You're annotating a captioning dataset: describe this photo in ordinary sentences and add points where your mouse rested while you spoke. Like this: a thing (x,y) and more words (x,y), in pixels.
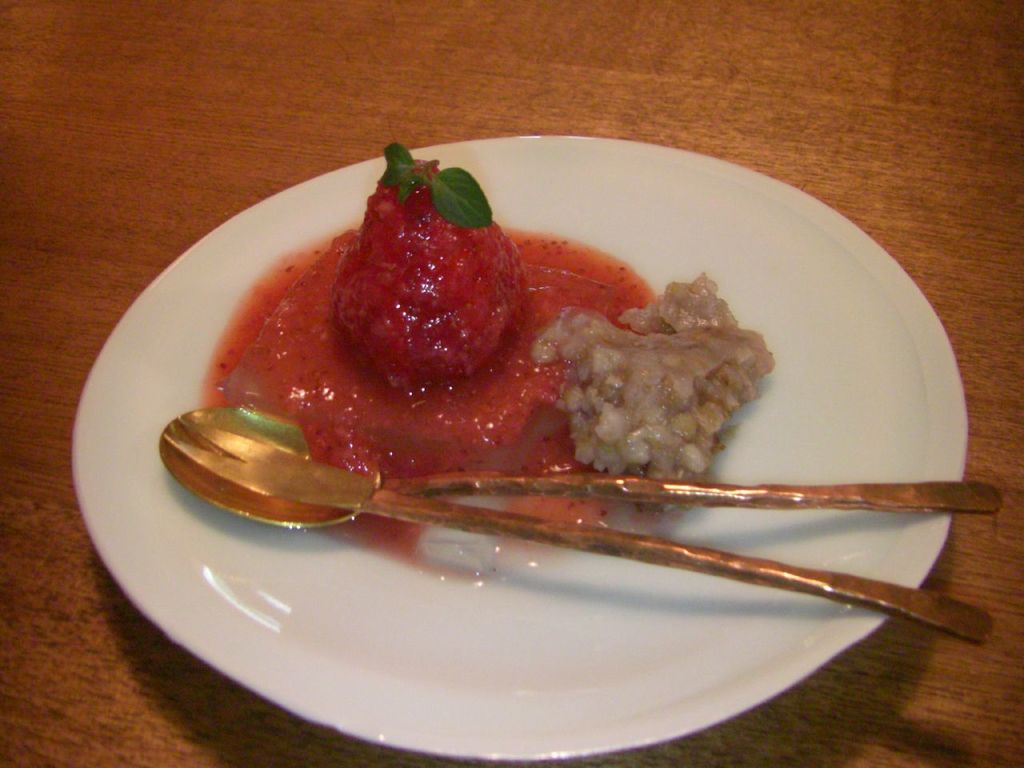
In this image we can see some food (489,369) containing strawberry (456,344), leaves (435,205) and cream (600,404) in a plate (731,605) placed on a table (936,581). We can also a spoon (305,498) and a fork (312,498) in a plate (149,521).
